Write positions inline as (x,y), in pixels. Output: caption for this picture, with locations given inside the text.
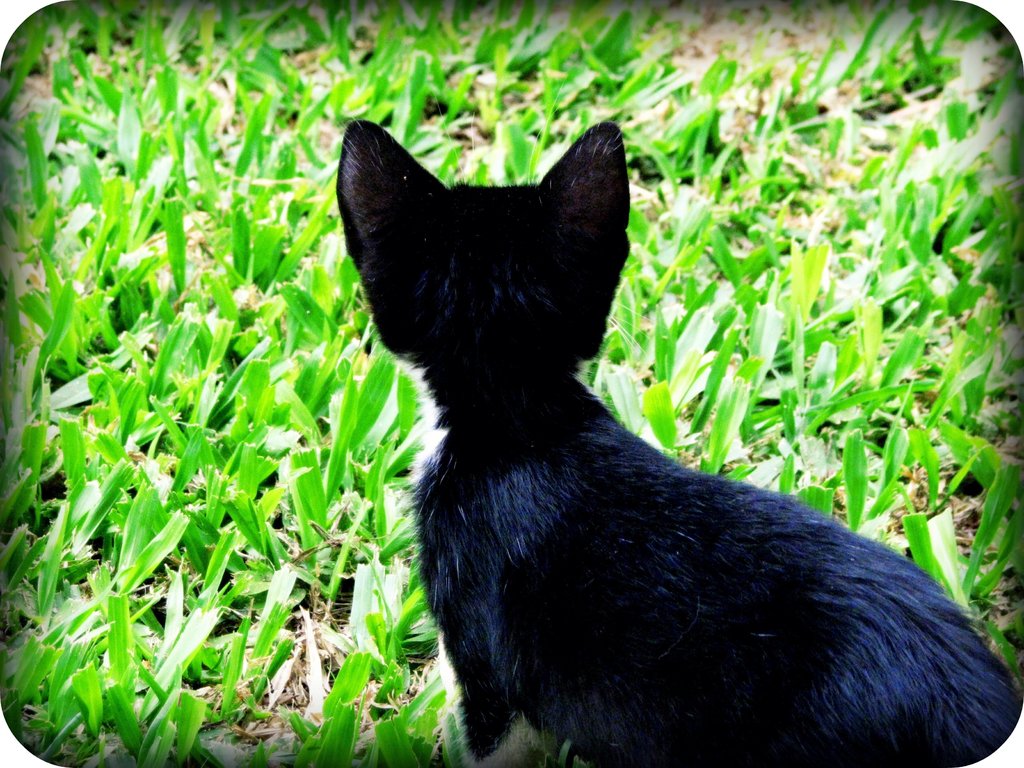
In this image we can see a grassy land (222,540). There is an animal (616,574) which is black in color.
